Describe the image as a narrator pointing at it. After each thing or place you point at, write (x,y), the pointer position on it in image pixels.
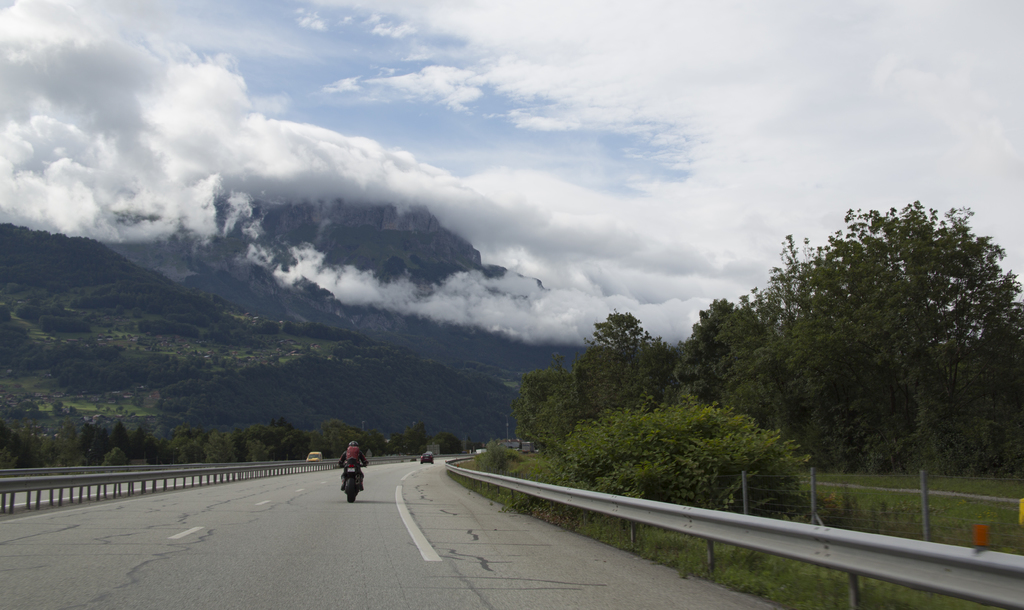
In this image we can see vehicles (426,459) moving on the road (431,607), we can see the fence (477,475), trees (842,336), hills (345,417) and the sky (251,24) with clouds (467,283) in the background (667,152).
